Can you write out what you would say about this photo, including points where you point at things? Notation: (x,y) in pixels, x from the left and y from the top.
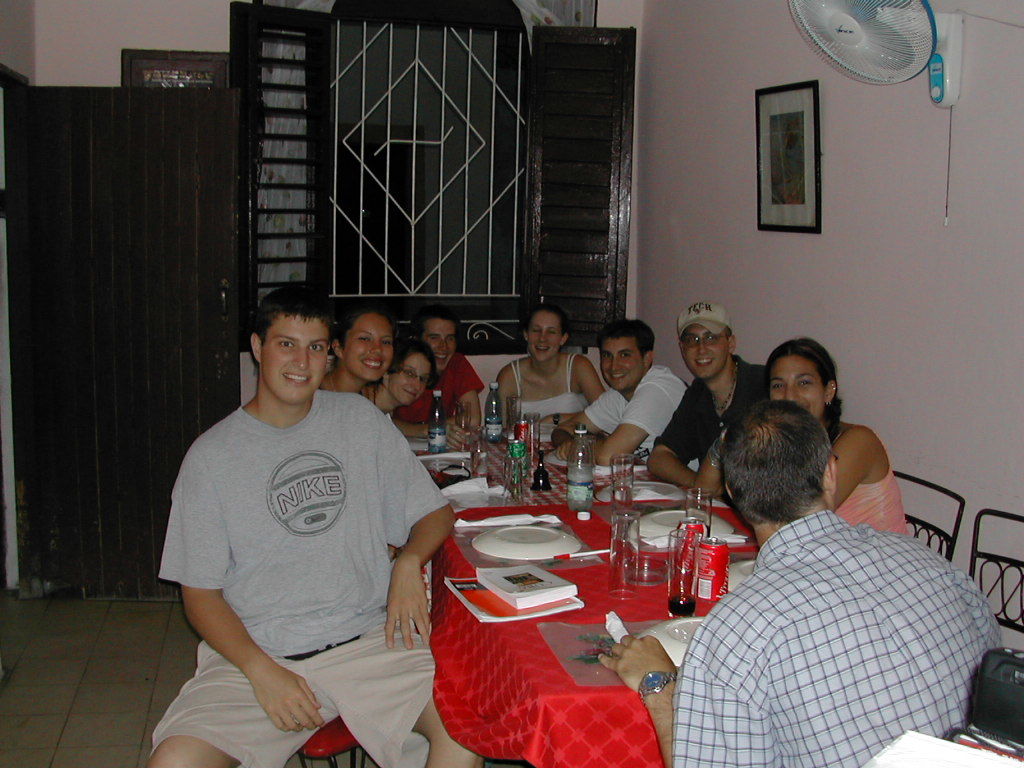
This is the picture where we have some people (385,580) sitting on chairs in front table (599,538) where we have plates (528,540), spoons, bottles (573,488) and some glasses (631,490) and to the wall (825,209) we have a wall fan (900,58) and a frame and there is a window (353,182) in the room (280,123).
